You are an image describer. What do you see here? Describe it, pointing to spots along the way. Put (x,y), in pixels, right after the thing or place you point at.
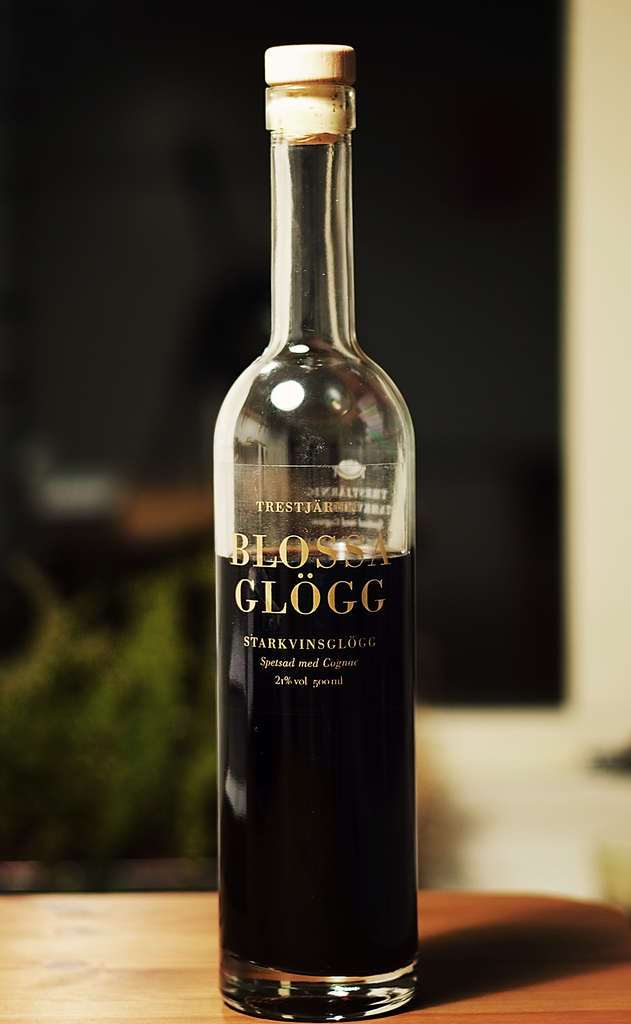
This picture shows a wine bottle (329,848) on the table (13,989).
